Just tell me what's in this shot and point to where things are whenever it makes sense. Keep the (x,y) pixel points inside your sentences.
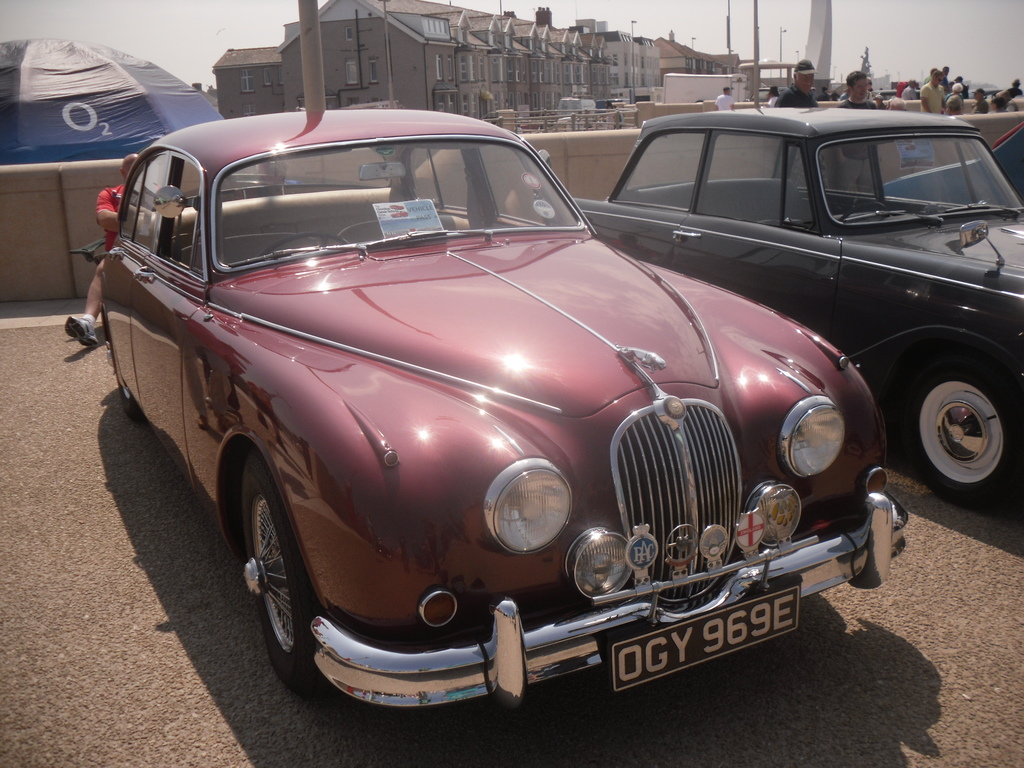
In this picture we can see there are vehicles (522,255) and people (919,89). Behind the people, there are buildings (550,29), poles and the sky (734,27). At the top left corner of the image (90,53), there is an object (56,100) and wall (73,228).
